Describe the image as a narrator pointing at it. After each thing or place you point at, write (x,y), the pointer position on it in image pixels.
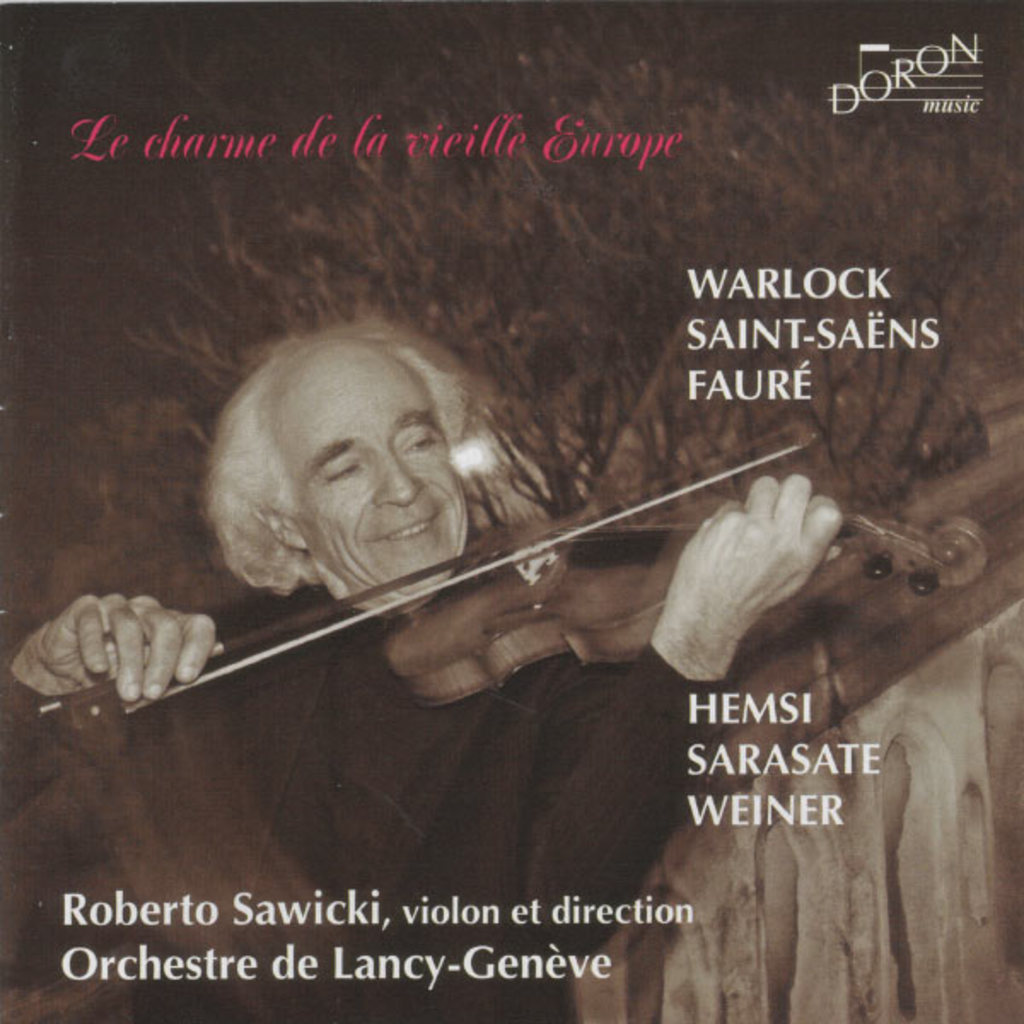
In this picture we can see a cover page (472,702), in the cover page (466,740) we can find a man (409,533), he is playing violin (434,696) and we can see some text (722,325).
